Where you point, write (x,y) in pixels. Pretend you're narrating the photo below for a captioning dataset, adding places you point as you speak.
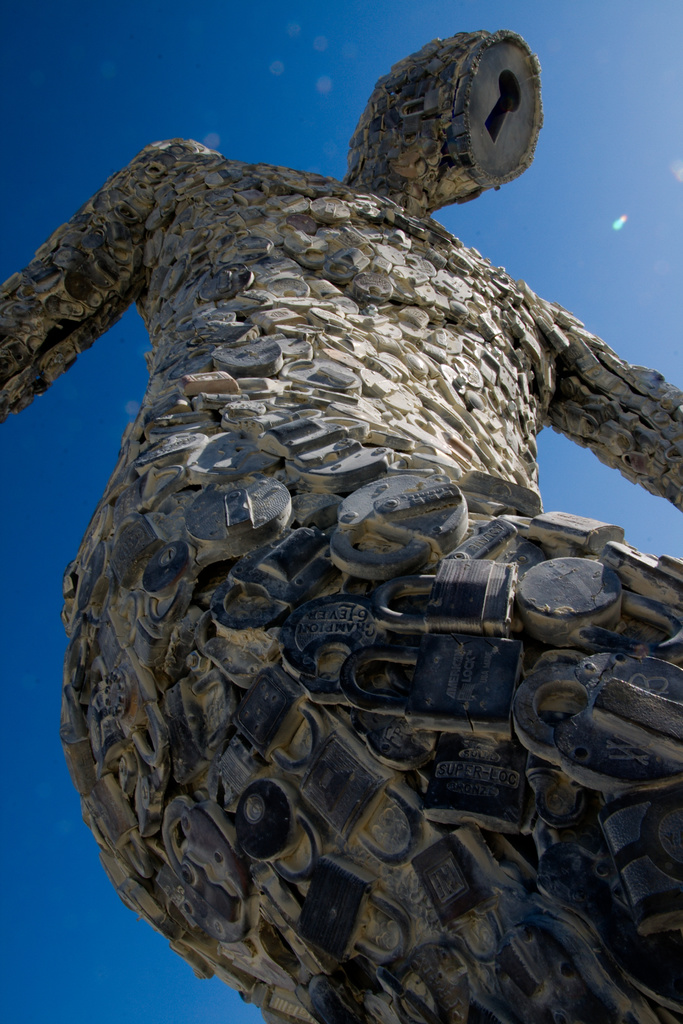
As we can see in the image there is a statue (350,392) and sky (309,44).
